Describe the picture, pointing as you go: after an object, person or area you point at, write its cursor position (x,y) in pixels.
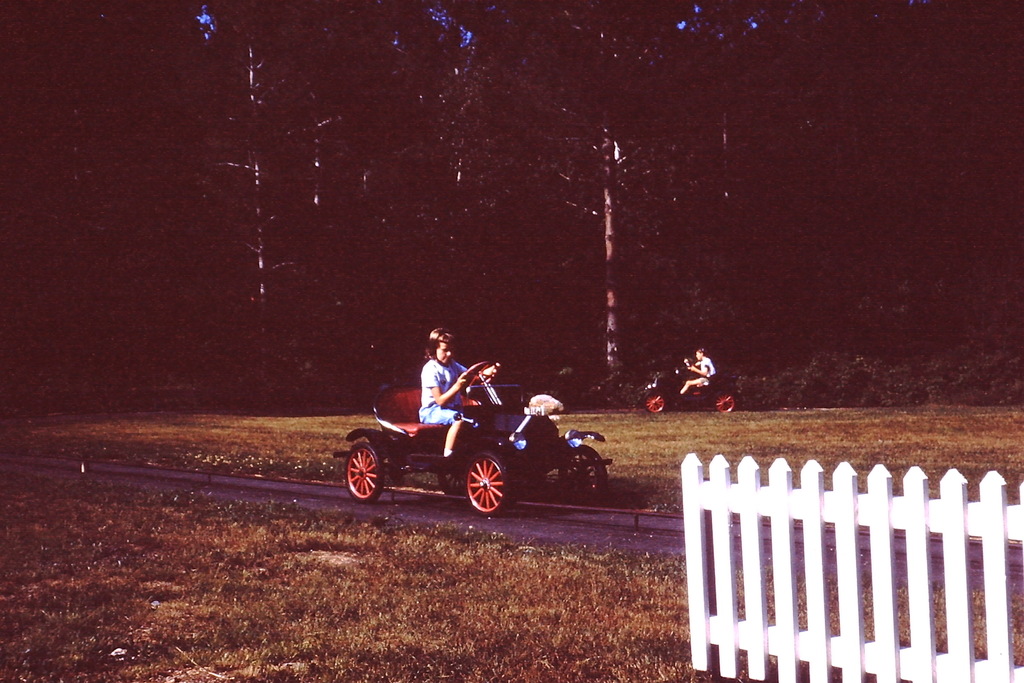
In this image we can see there are people (443,396) driving a car (408,388) on the road (899,571). And there are trees (54,5), grass (303,542) and fence (771,493).
